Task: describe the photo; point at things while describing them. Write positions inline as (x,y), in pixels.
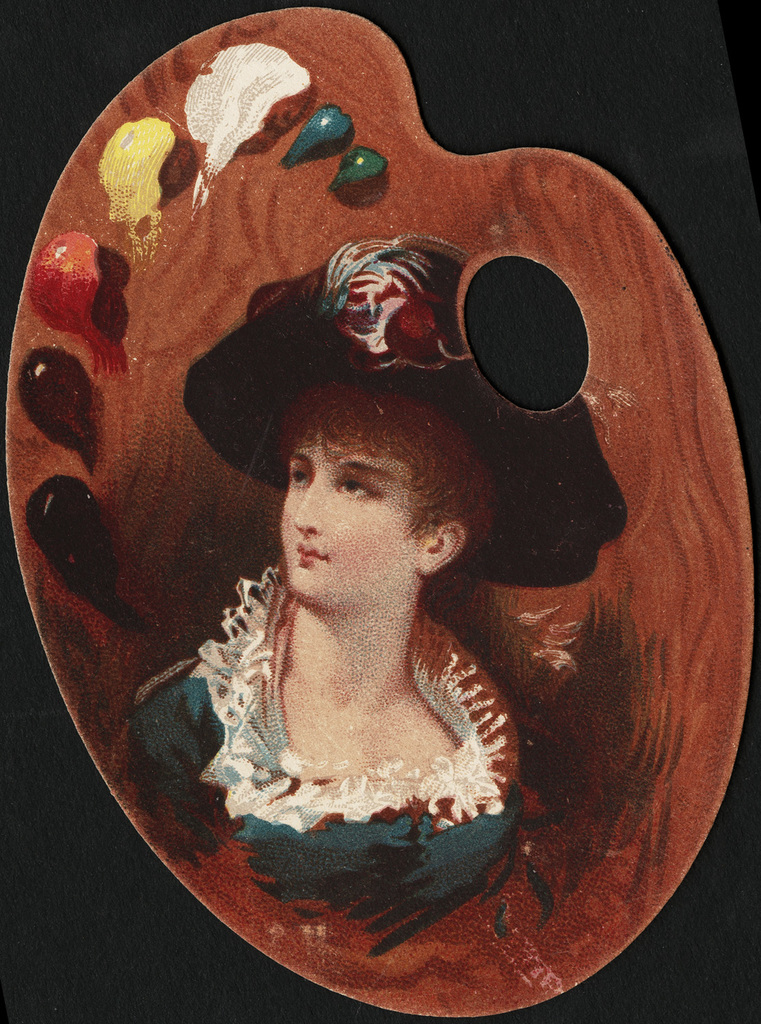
In this picture I can see the painting (306,375) on the black paper (518,393). In that painting (369,523) I can see the woman (489,442) who is wearing hat (520,479) and green dress (389,878). On the left (70,403) I can see the colors (292,79) on the plate (177,284).
